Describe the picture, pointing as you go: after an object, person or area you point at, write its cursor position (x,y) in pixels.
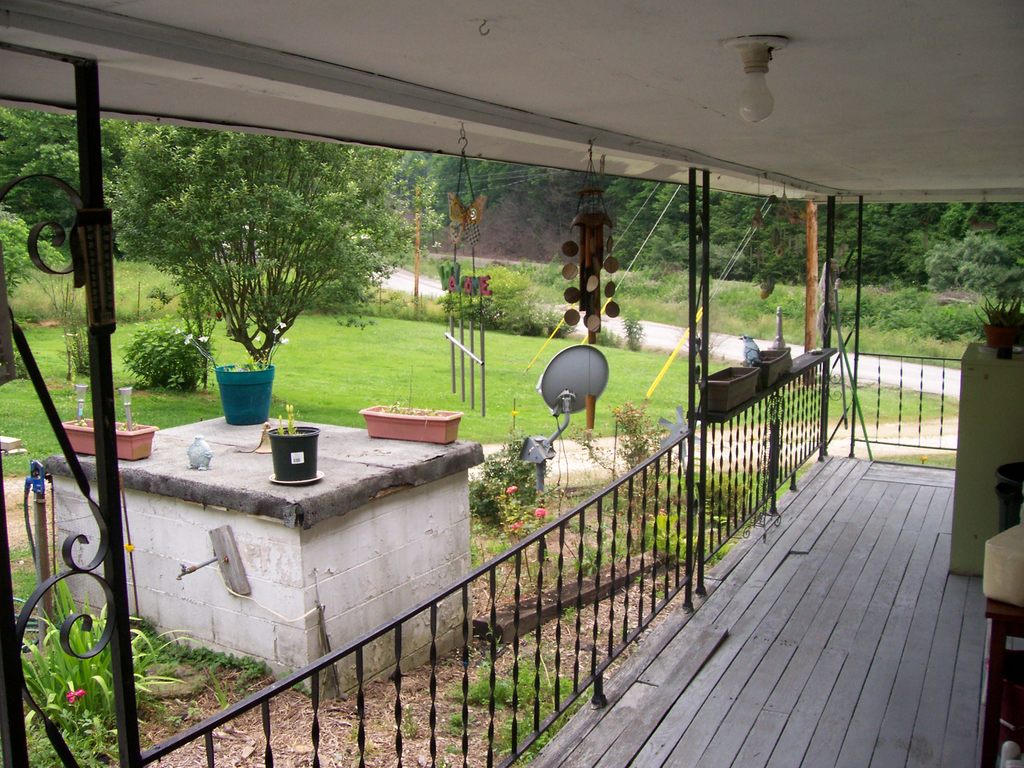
On the left side (281,430), there are potted plants (297,430) arranged on a tank (379,475), which is having a tap (184,569). Beside this tank (386,564), there are other plants (738,487) and grass (522,672) on the ground (570,657) and there is a fence (756,461) of a building (579,47). On the right side (805,536), there is a wooden floor (801,618), on which there are some objects (1007,430). Above this wooden floor (741,578), there is a light (753,78) attached to a white color ceiling (570,57). In the background (840,433), there are trees (247,150), a road (430,289), plants (503,290) and grass (510,361) on the ground (434,365).
